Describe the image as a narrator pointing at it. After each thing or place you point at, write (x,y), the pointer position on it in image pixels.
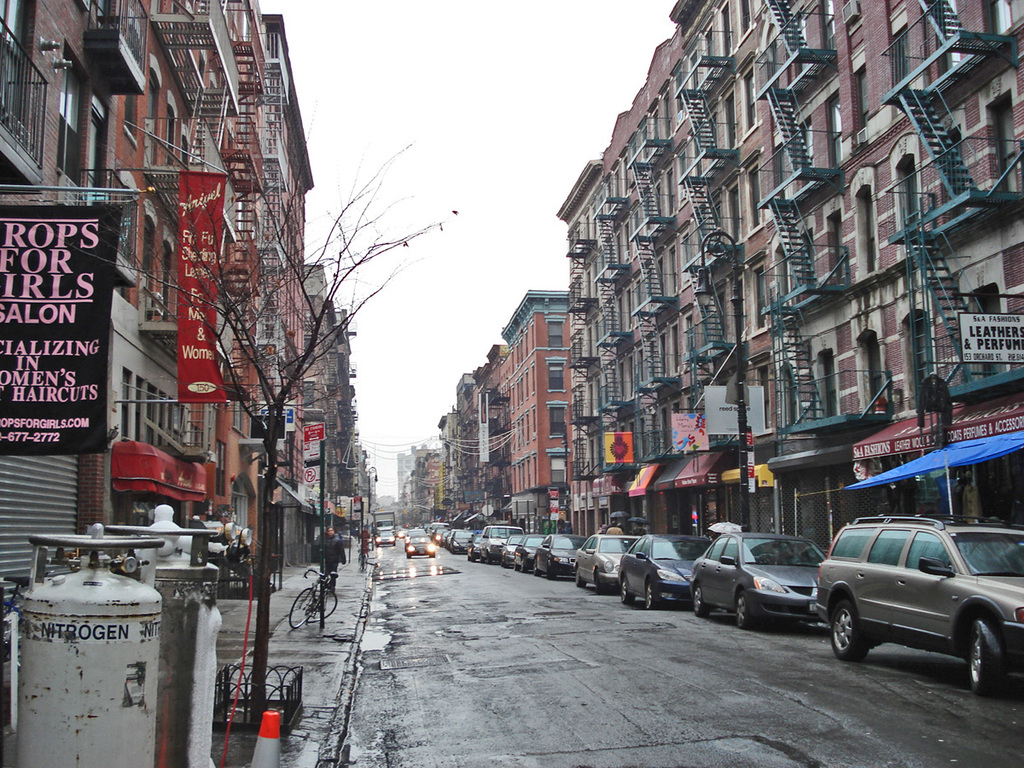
In this image we can see many vehicles (594,538) on the road (561,603) and there are many buildings (538,384) either side of the road (571,694).
